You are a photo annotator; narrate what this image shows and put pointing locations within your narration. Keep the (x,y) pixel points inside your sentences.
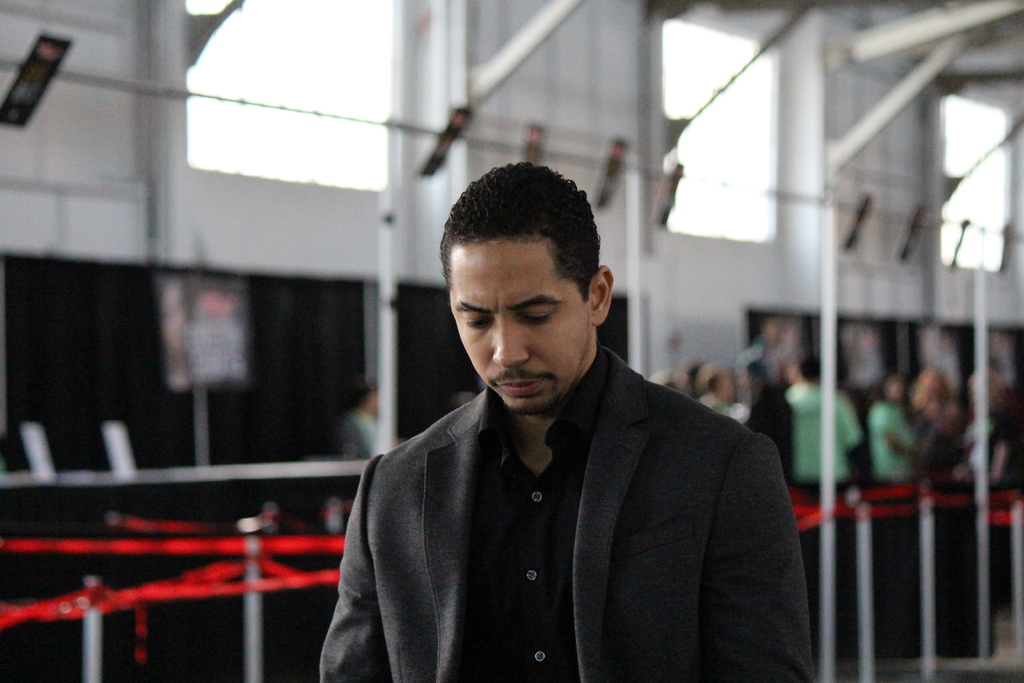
In the image we can see a man (530,549). He is wearing a black color jacket (668,514). behind him there is a wall (643,121) and a group of people (809,375) standing, and there is a ribbon cloth (170,545) over here.
